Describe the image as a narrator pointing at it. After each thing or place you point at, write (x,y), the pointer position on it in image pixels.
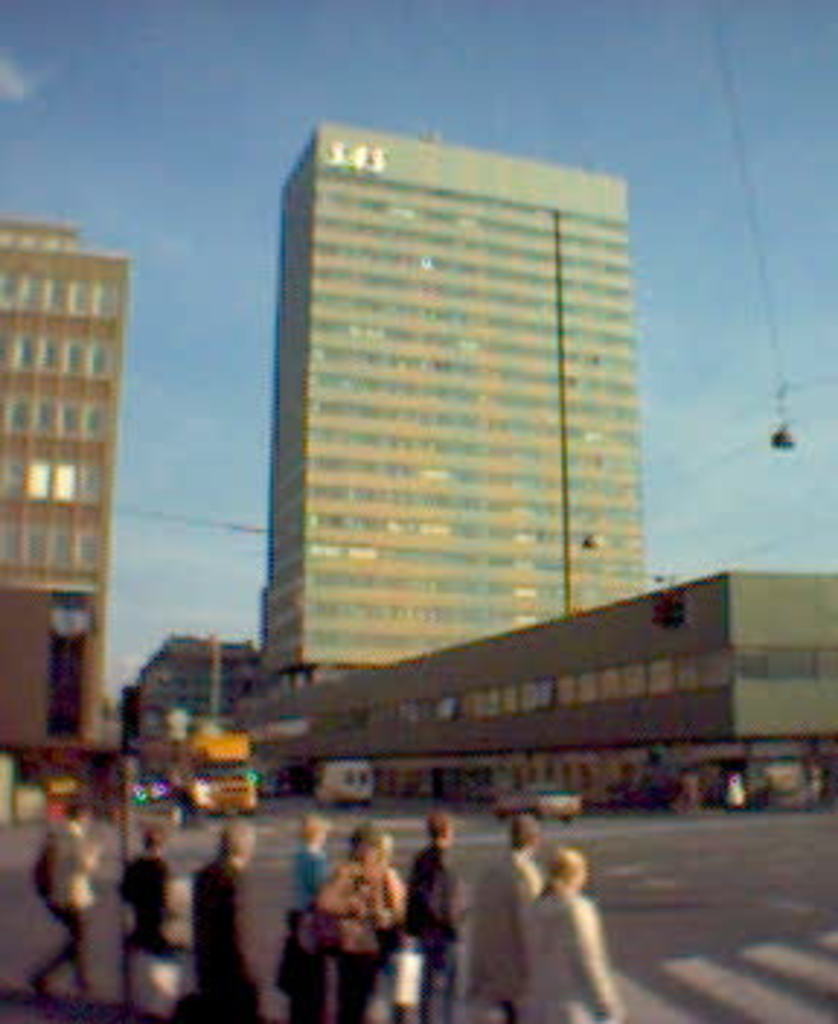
In this picture there is a group of men and women (150,931), crossing the road (647,908). Behind there is a big building (398,730) and a yellow color bus (202,784) moving on the road (797,893).
